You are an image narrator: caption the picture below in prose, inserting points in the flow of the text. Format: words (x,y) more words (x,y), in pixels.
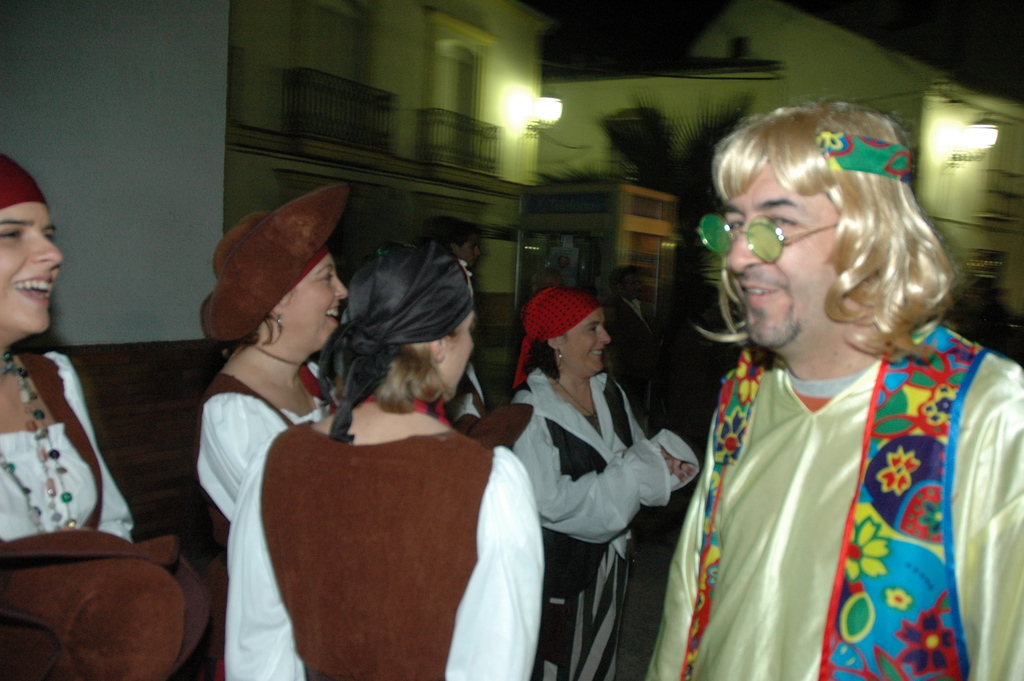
In the image we can see there are people (438,581) wearing clothes (449,511) and some of them are wearing the cap (376,344), they are smiling. Here we can see buildings (203,105), fence (499,137), plant (667,140), lights (551,102) and the dark sky (963,19).
